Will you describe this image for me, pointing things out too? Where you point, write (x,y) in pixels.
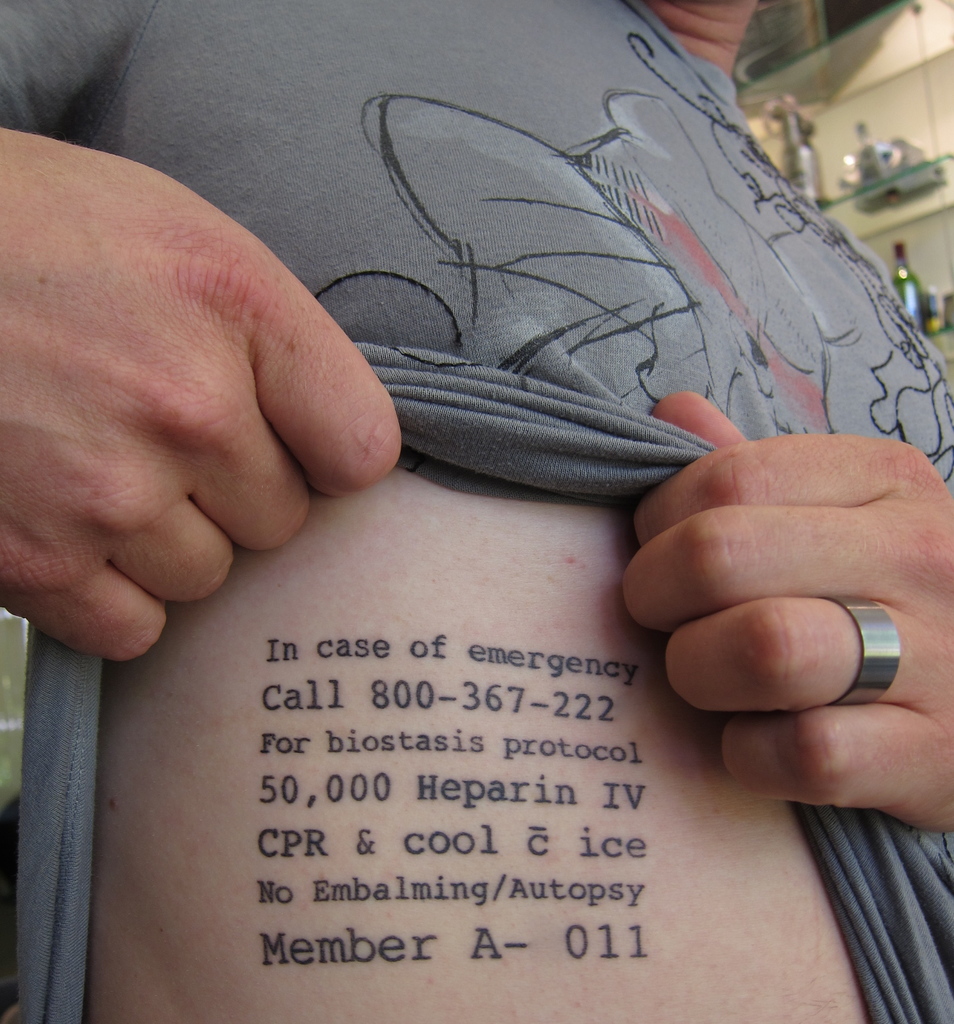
In this image we can see a person (660,431) wearing a ring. On his body (398,690) something is written. In the background (915,284) there are bottles (798,176) on the racks (923,198). And it is looking blur in the background (768,83).
